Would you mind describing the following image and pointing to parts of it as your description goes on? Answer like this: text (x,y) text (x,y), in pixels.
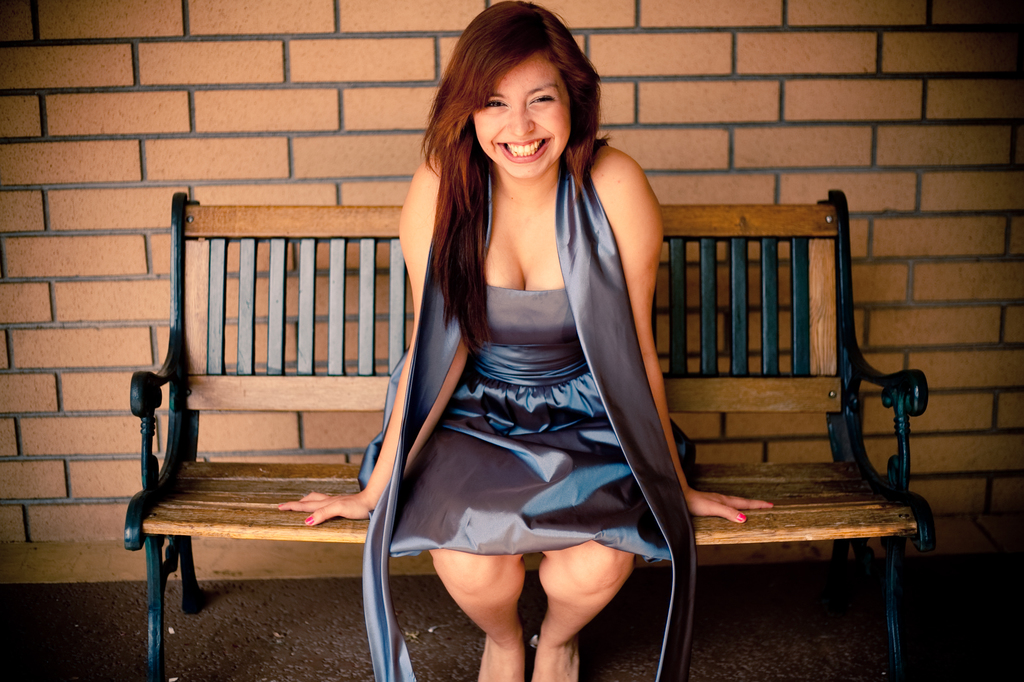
As we can see in the image there is a brick wall (125,266) and a woman (534,451) sitting on bench (814,498).
